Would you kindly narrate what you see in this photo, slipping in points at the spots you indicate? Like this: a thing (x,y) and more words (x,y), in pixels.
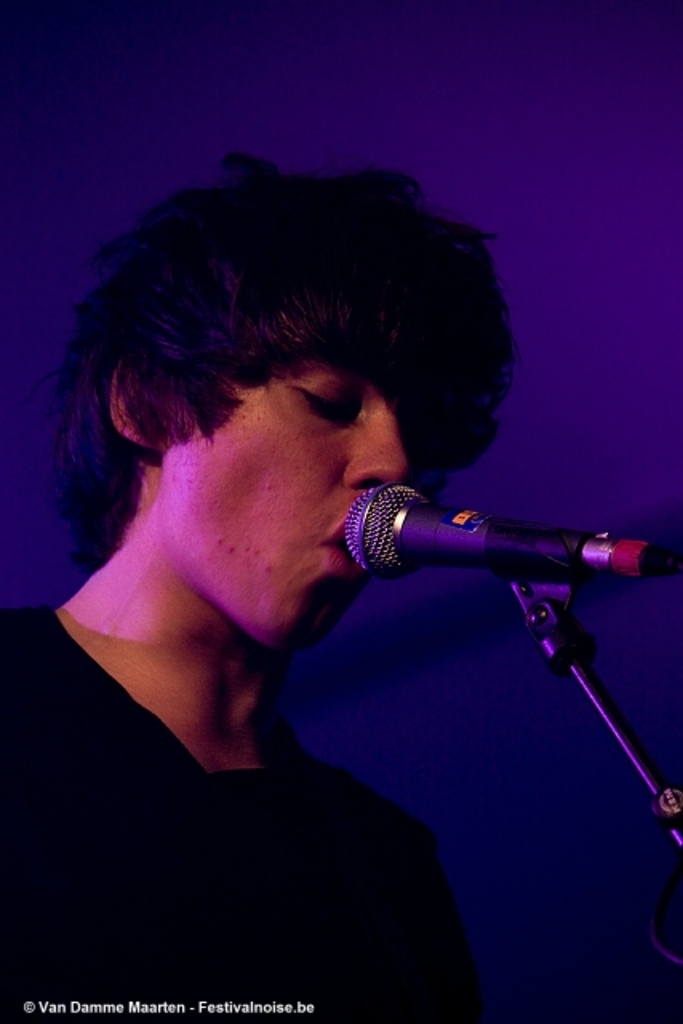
This picture shows a man (390,901) standing and singing with the help of a microphone (387,500) and we see a violet color background (626,276).
